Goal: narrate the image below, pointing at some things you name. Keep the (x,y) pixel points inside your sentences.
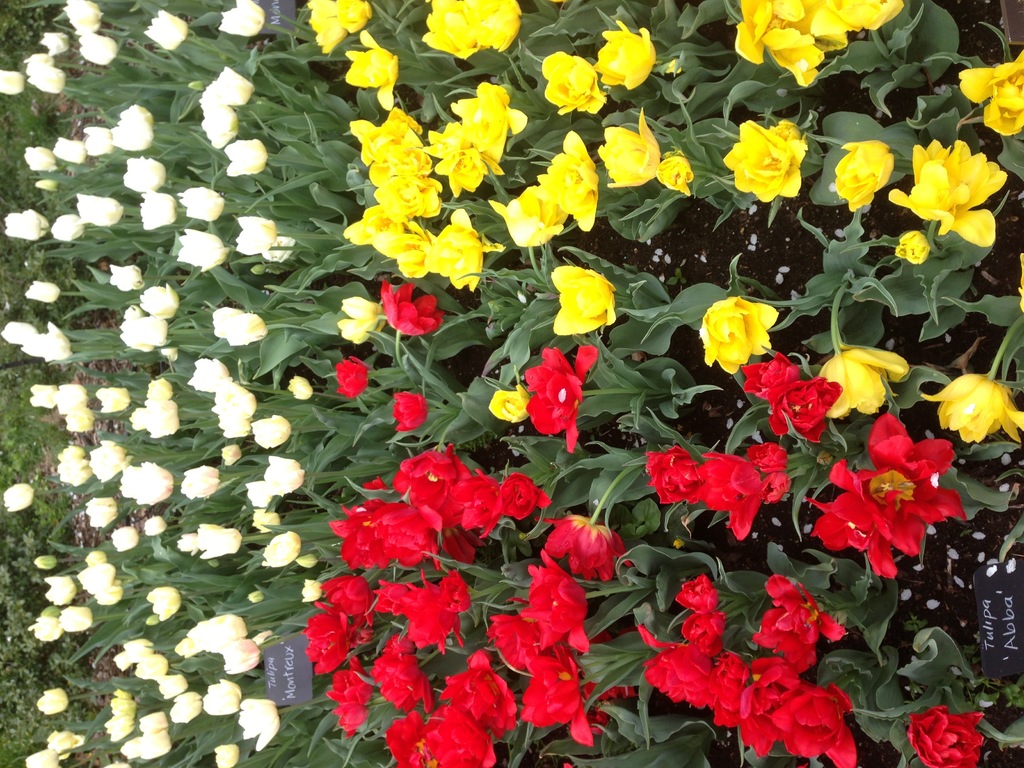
This picture show few flower plants (386,315) and we see white, yellow and red color flowers (73,157) and small name boards (272,661).
